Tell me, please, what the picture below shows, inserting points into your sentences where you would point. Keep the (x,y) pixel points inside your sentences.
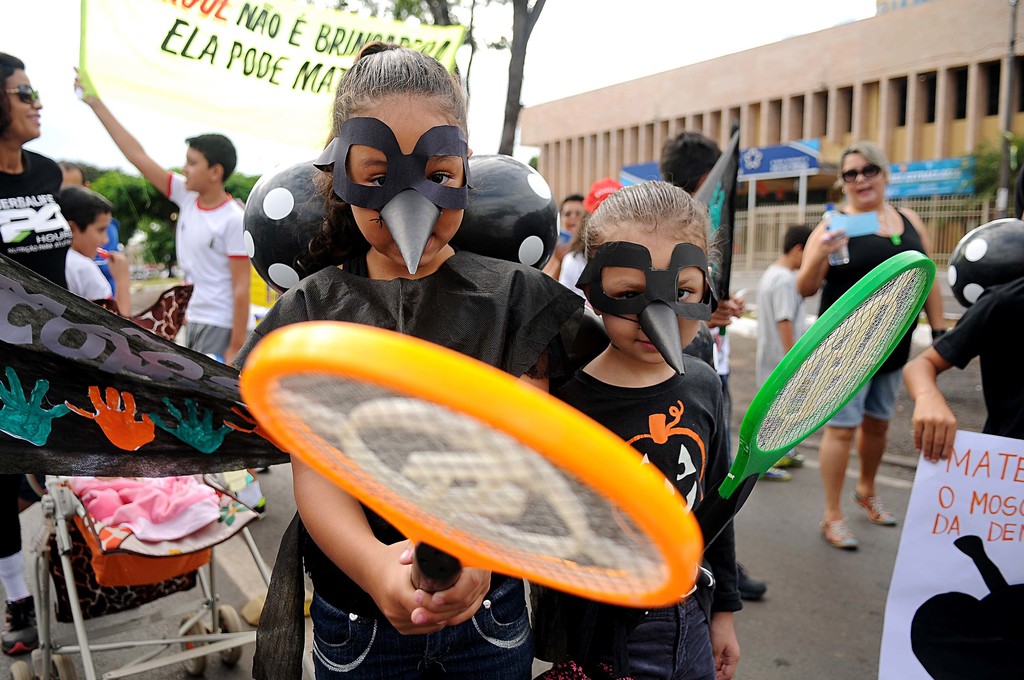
This image is clicked outside. There is a building (808,125) on the top (930,65). There are so many people (416,226) in this image. Kids (614,385) wore some mask (682,315) and they are holding mosquito bats (549,448). Behind them there is a banner (266,109) which a boy (214,142) is holding. Right side (852,239) there is a woman (809,261) she is holding water bottle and a paper (862,228).
